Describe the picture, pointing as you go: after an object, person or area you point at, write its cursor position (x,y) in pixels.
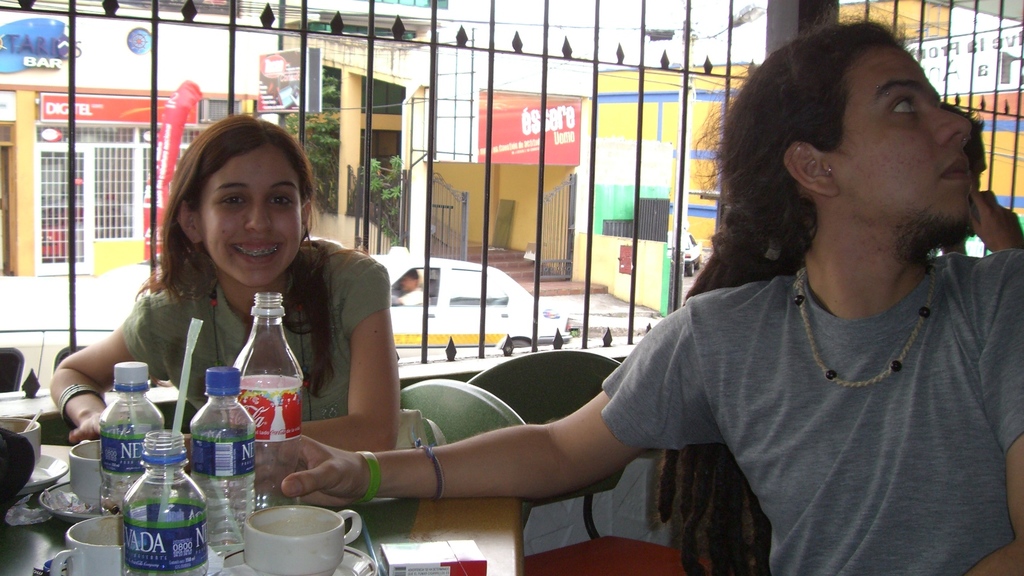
in the picture there are two persons (318,247) and woman (380,408) sitting on a chair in front of table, on the table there are different items (237,398), through the windows (506,218) we can see cars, buildings (36,139) and trees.
